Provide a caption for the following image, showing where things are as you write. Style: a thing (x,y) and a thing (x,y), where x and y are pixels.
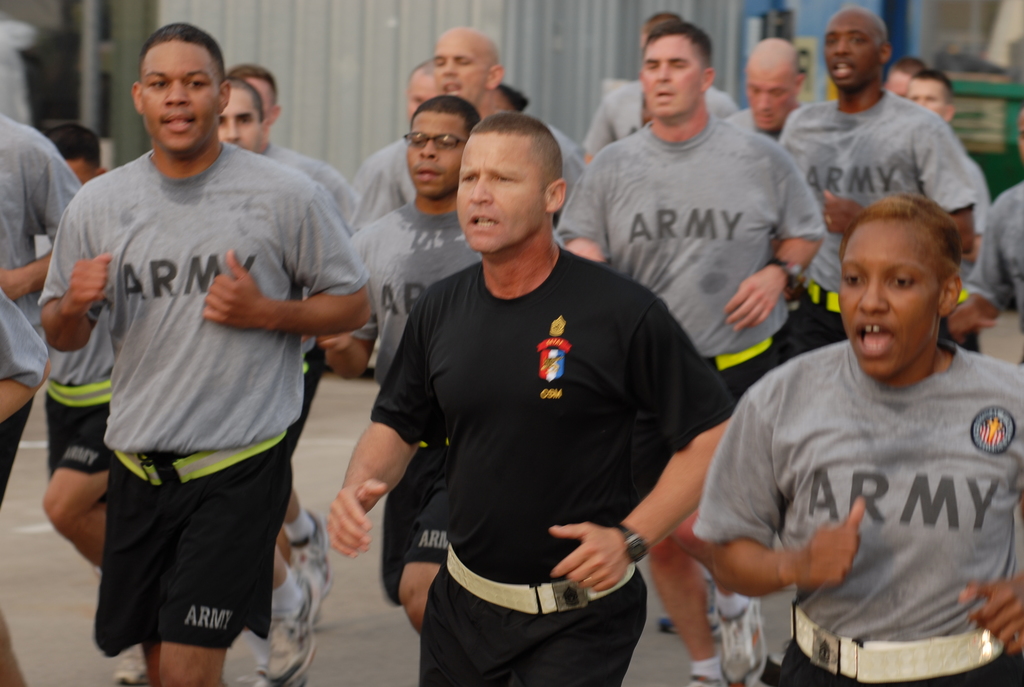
In the center of the image (437,313) some persons (403,247) are running. At the bottom of the image (368,615) ground (368,615) is there.
